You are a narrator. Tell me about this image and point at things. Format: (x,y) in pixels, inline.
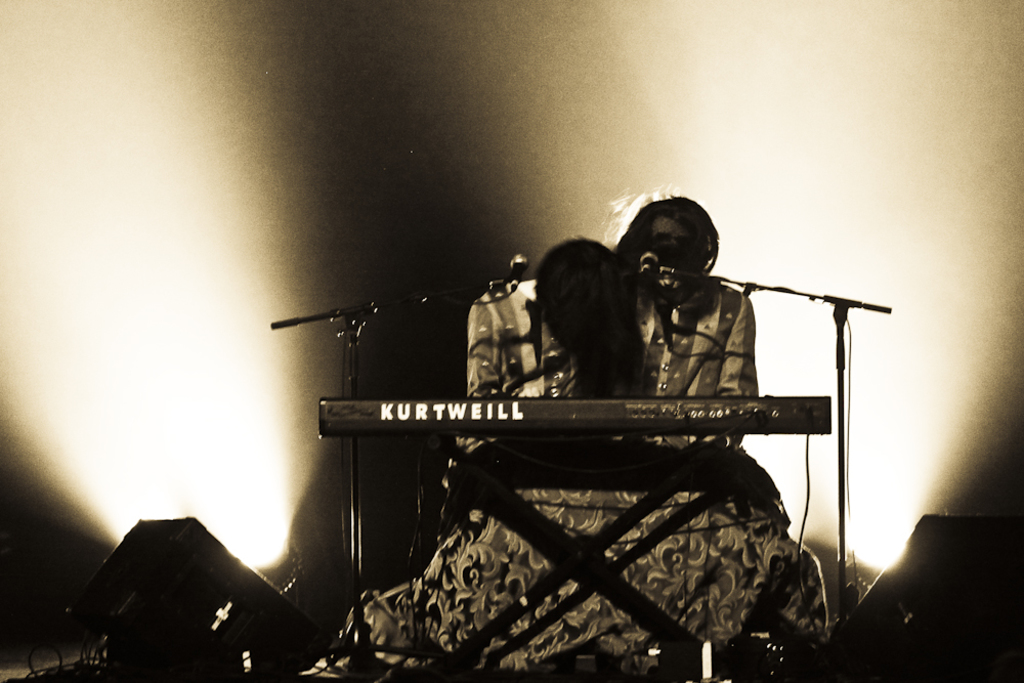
In this image I can see two mics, stand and musical instrument (683,407). Background (903,455) is in black and white color.
